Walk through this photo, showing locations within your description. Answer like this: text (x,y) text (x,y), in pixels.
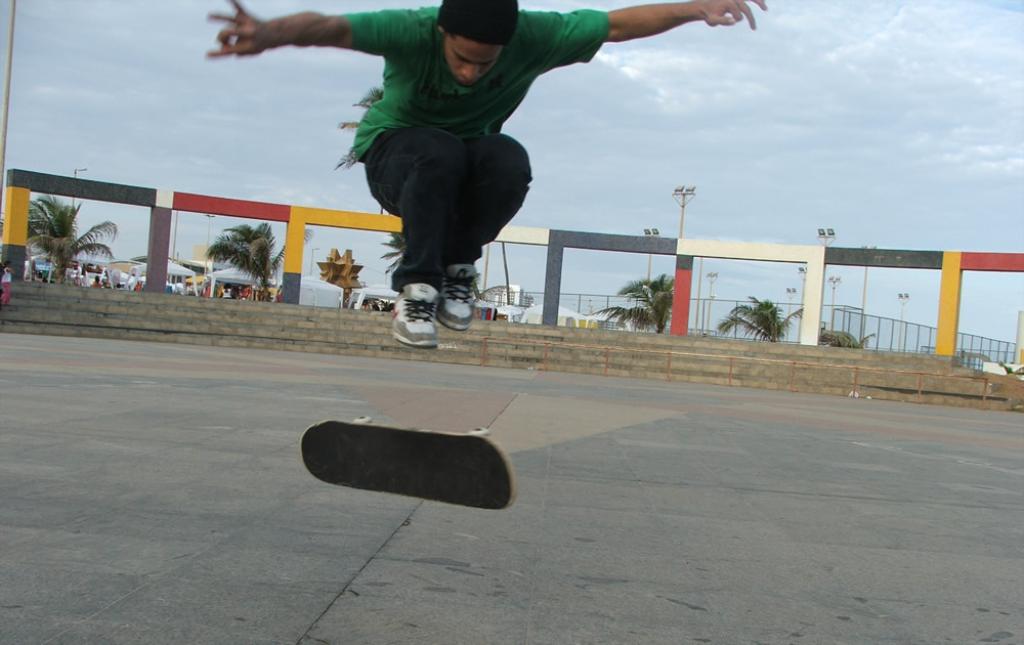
In this picture we can see a man (502,74) and a skateboard (432,445) is in the air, steps (322,335), poles (803,308), trees (787,319), fence (842,311), stalls (225,268) and in the background (894,158) we can see the sky (764,160) with clouds (619,138).
